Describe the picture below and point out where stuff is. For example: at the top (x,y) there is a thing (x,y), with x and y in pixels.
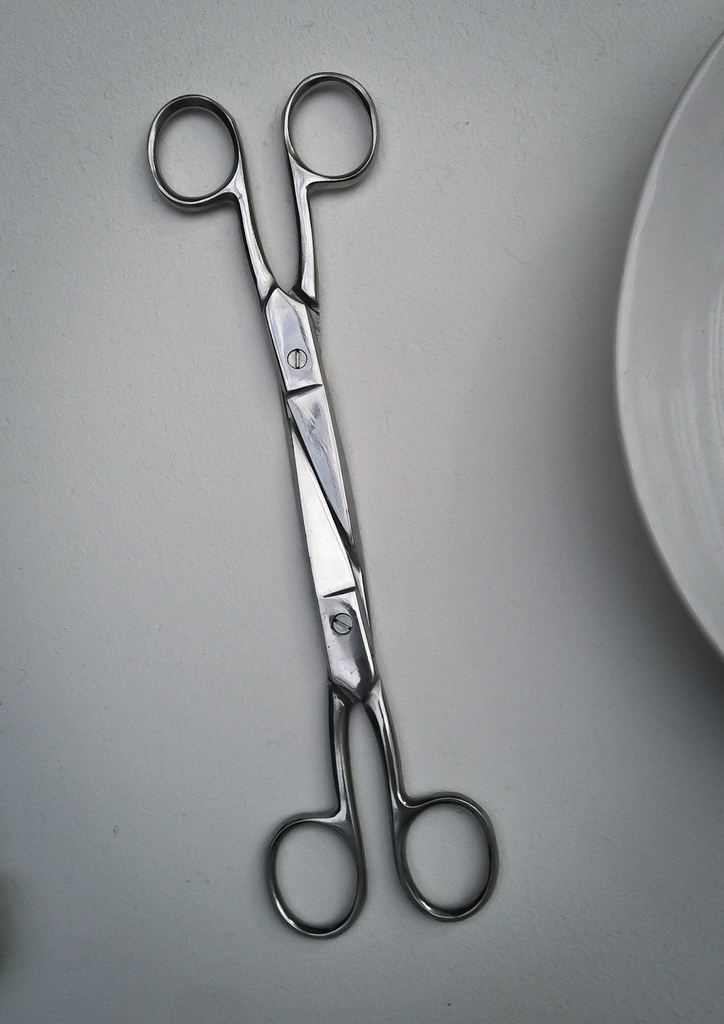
In the foreground of this image (299,361), there are scissors (297,468) on the surface (459,383) and on the right (668,322), there is a platter like an object (668,288).
